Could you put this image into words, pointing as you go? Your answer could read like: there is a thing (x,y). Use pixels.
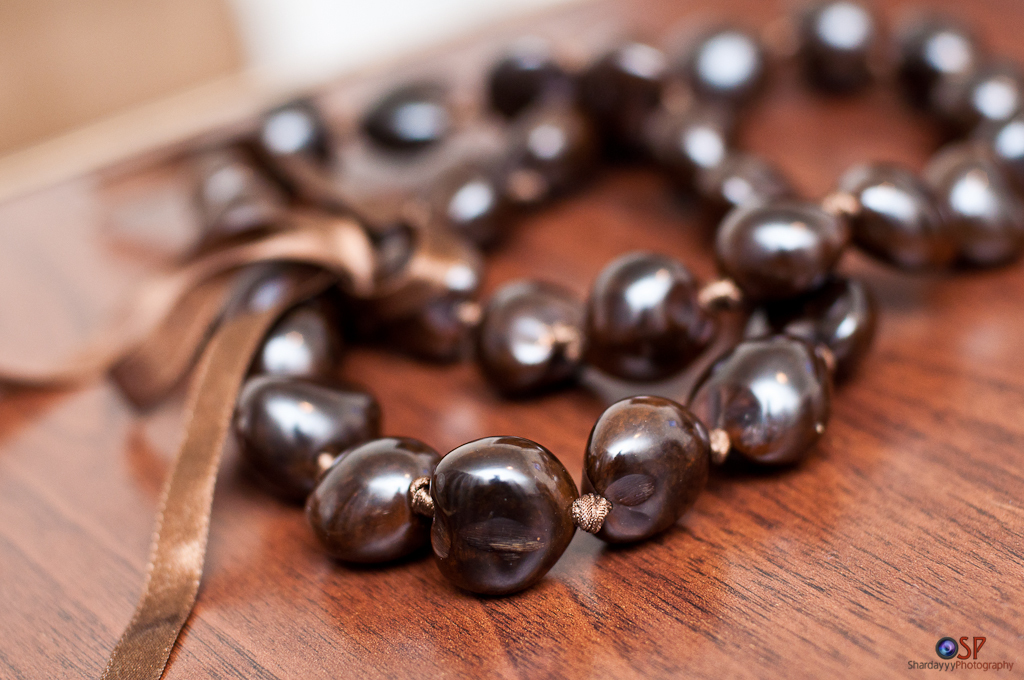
Here we can see beads chain (696,410) on a wooden platform (943,586) and there is a watermark (923,656).
